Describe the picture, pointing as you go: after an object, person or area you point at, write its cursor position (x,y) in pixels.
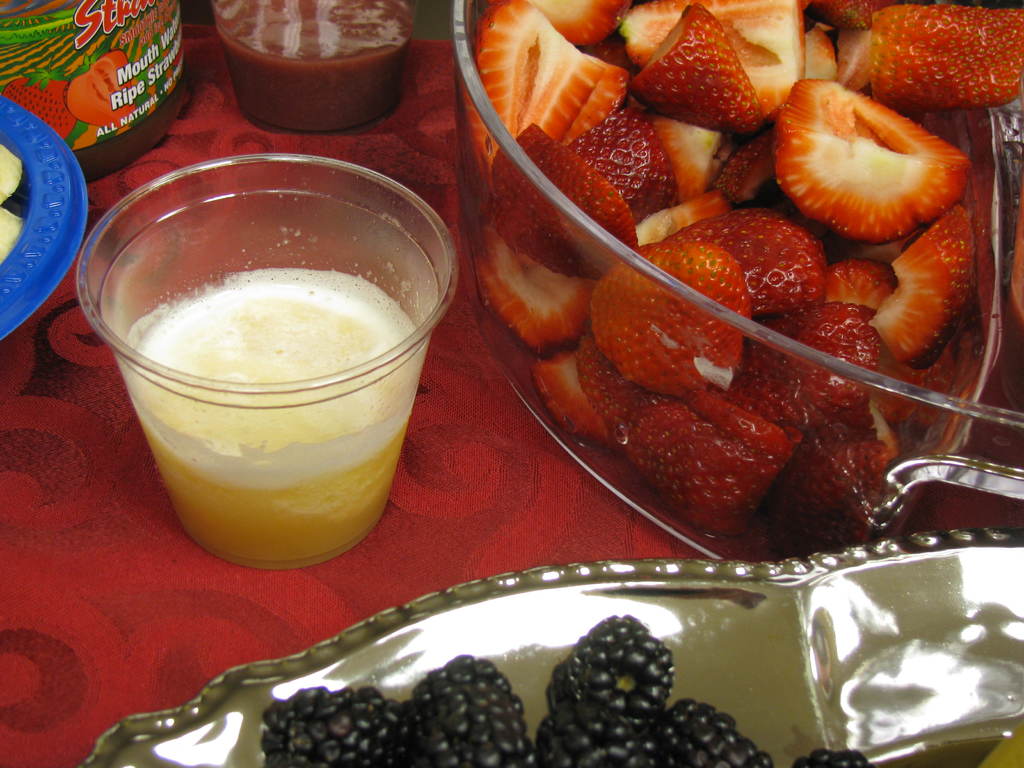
In this image we can see some pieces of strawberries (888,295) in a bowl (812,445), blackberries (659,674) in a plate (682,675), a glass (300,492) with liquid (300,434) inside it and some containers (126,116) which are placed on the surface (335,581).
